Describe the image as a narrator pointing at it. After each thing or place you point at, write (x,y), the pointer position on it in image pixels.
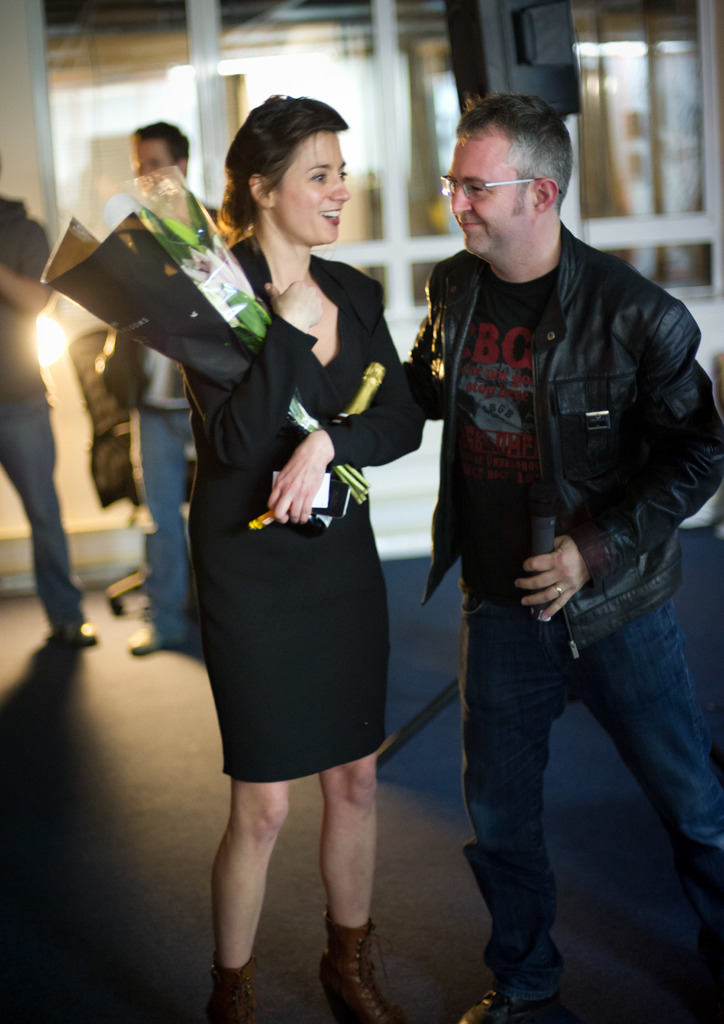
In this image we can see persons (351,277) standing on the floor (436,785). Of them a woman (243,471) is holding bouquet (213,298) and beverage bottle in her hands (303,507) and a man (519,344) is holding mic (545,496) in one of his hands (528,587). In the background (608,177) we can see a store (608,236).
